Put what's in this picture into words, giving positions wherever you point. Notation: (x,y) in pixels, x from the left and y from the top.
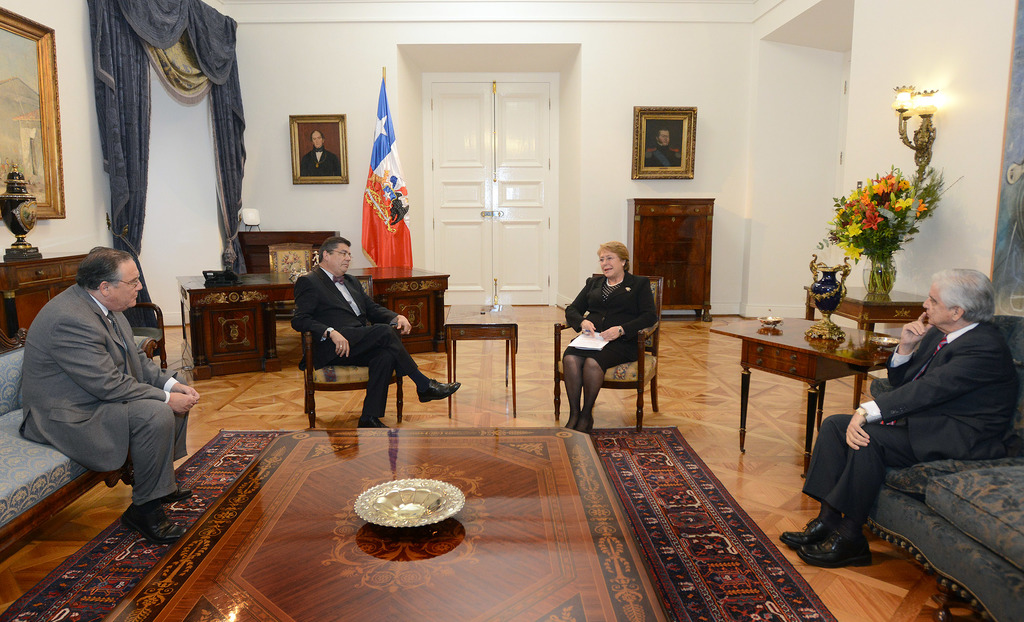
This picture shows four people (1002,448), seated on the chairs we see a woman (592,314) holding a paper (601,334) in her hand (615,328). we see a flag (369,257) and photo frames (336,143) on the wall (627,152) and we see a flower vase (844,214) on the table (897,299).
